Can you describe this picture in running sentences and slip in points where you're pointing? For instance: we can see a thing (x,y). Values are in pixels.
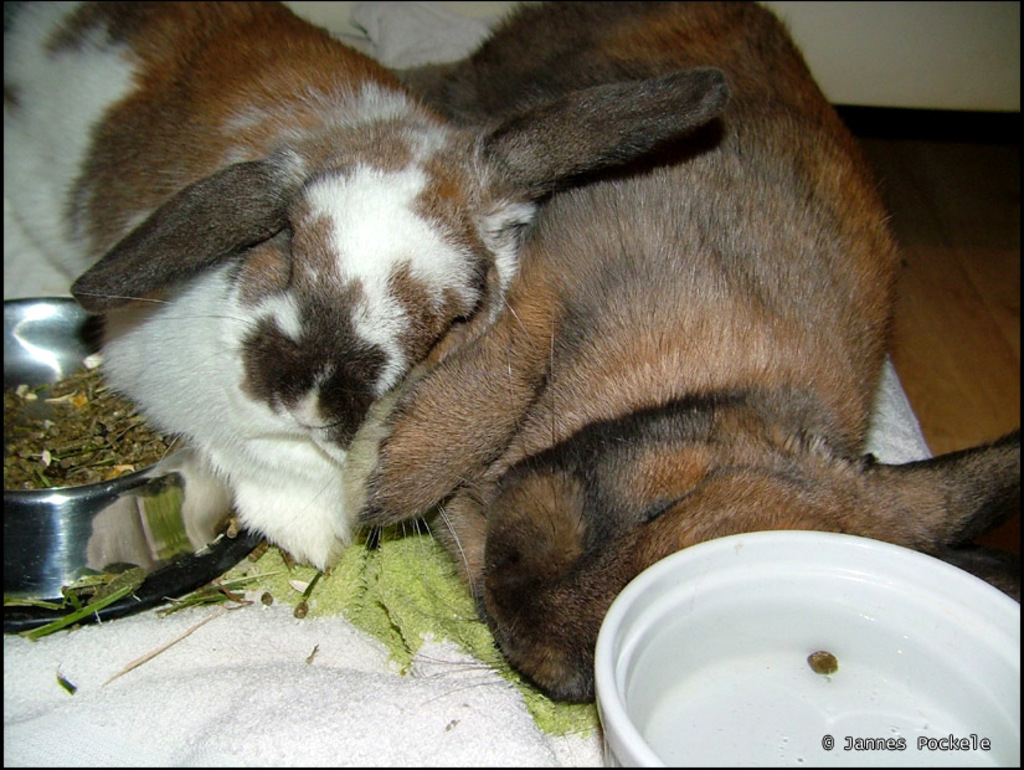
In this image there are two rabbits (584,602). There is a white color mat (293,659). There is a steel bowl (31,539) on the left side (22,529). There is another bowl (846,754) on the right side (694,706). There is a floor (930,327). There is a wall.
